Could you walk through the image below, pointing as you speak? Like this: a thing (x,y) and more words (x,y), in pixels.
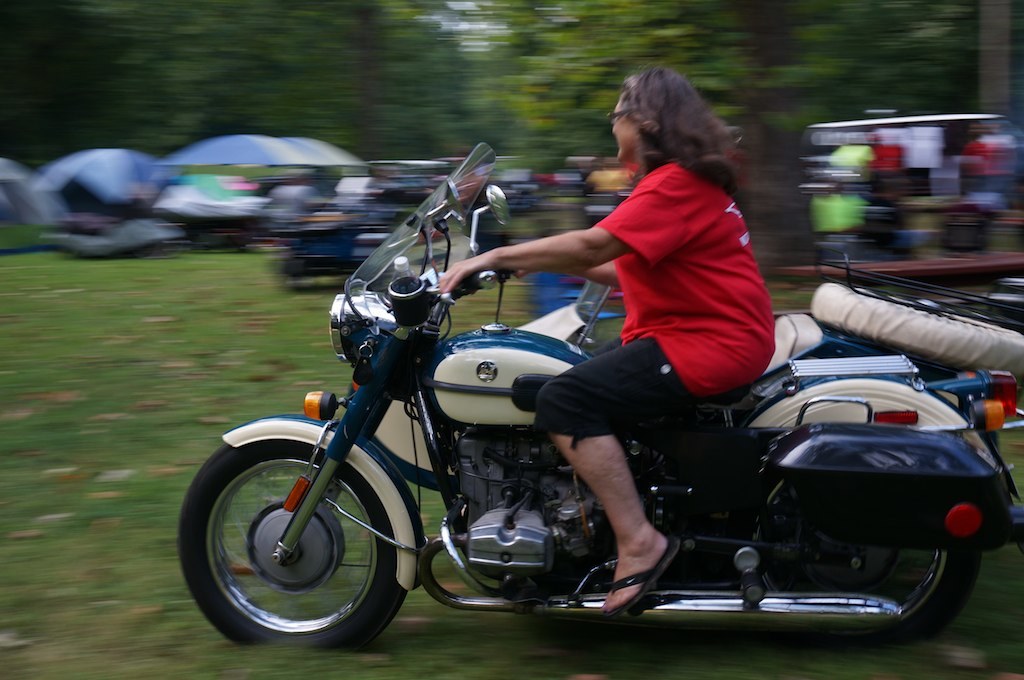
In this image I can see a person (679,315) is sitting on a bike (830,405). I can see few trees (736,22) in the background (694,41).
